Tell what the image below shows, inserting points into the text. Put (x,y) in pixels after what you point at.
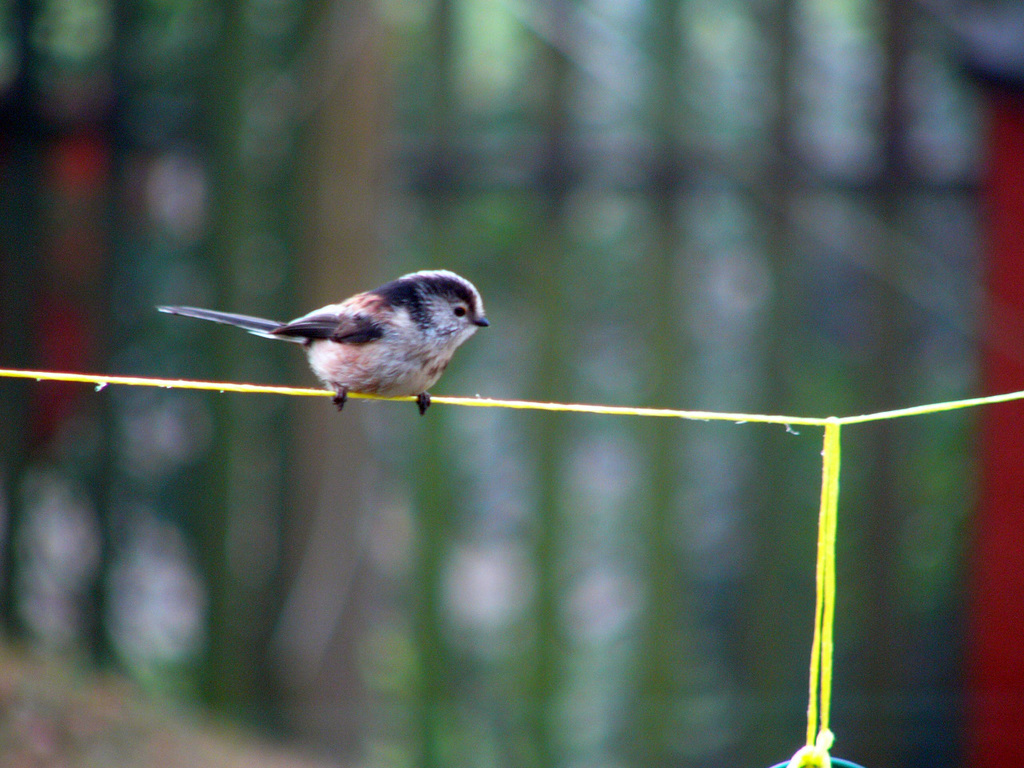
In this picture I can see a bird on the rope (436,397).
